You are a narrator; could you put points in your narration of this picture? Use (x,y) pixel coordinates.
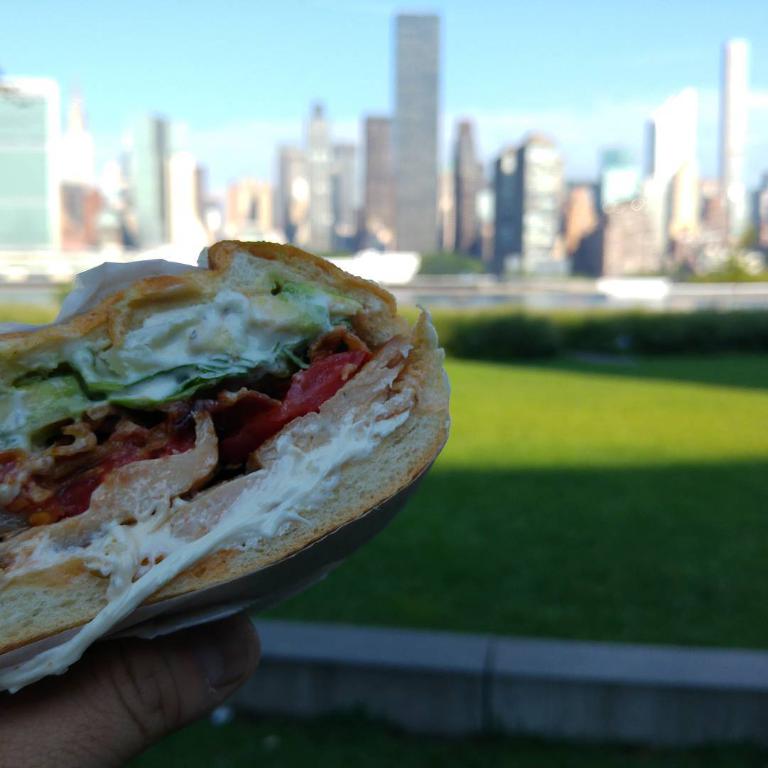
In the image on the left (224,658) we can see one human hand (158,674) holding some food item (109,455). In the background (436,57) we can see the sky (41,54), buildings (425,60), grass (636,539), plants (666,336) etc.
